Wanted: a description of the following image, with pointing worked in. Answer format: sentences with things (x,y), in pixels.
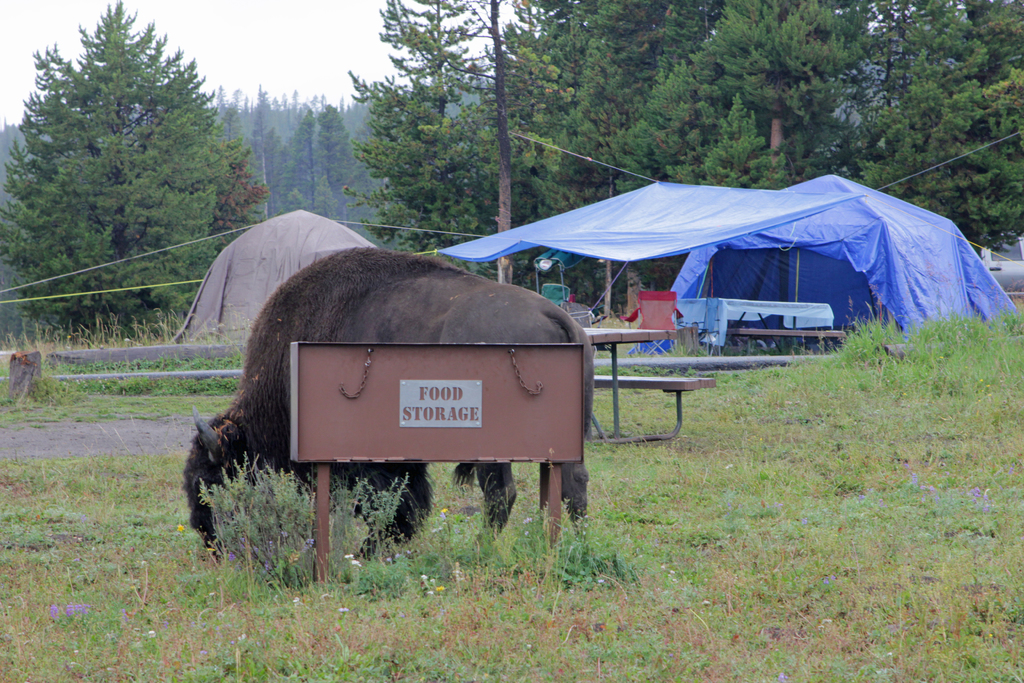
In this picture we can see an animal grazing in the grass (496,583) surrounded by trees (641,98) and tents (812,292).
